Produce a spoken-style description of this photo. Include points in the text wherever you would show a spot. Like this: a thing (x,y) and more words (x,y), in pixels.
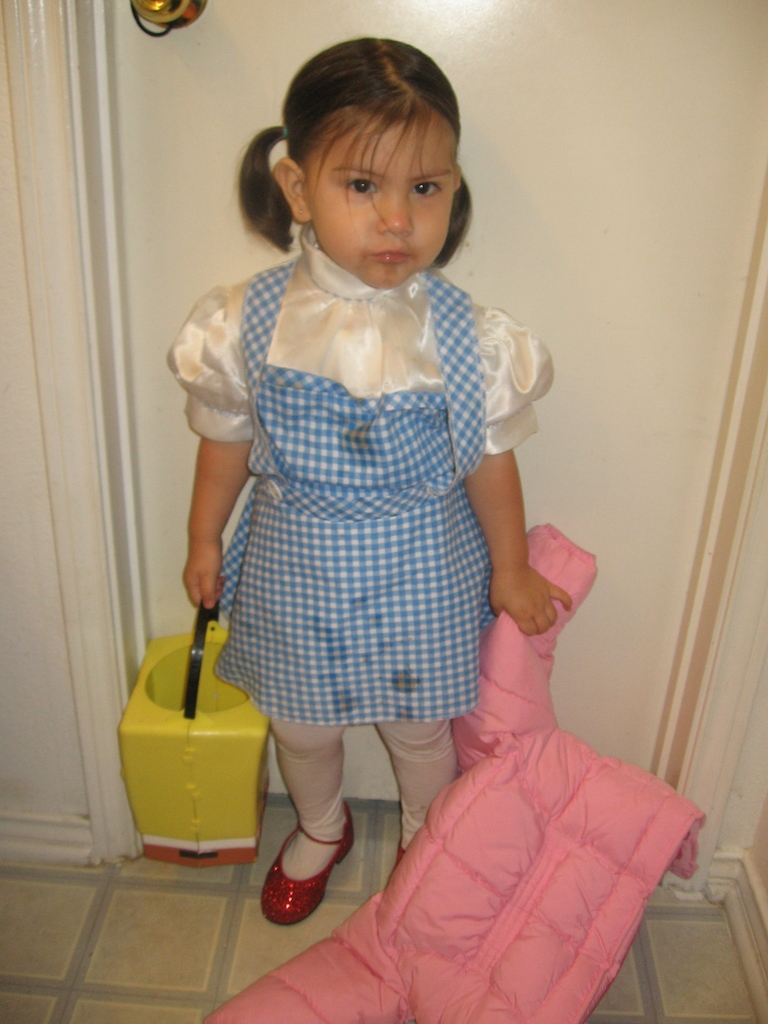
In this image we can see a kid (291,485) holding objects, in the background (513,83), we can see the wall (161,220).
